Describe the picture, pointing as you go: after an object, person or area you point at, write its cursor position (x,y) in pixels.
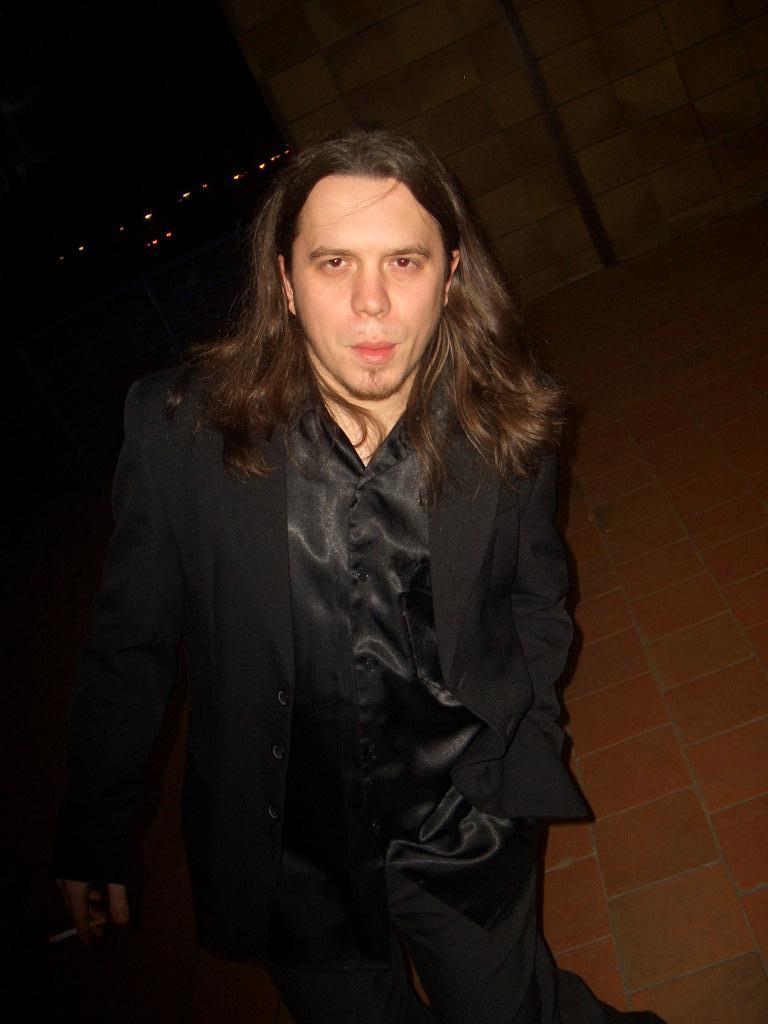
In this image we can see a man (371,400) standing. He is wearing a black suit (217,554). In the background (376,86) there is a wall (540,290).
